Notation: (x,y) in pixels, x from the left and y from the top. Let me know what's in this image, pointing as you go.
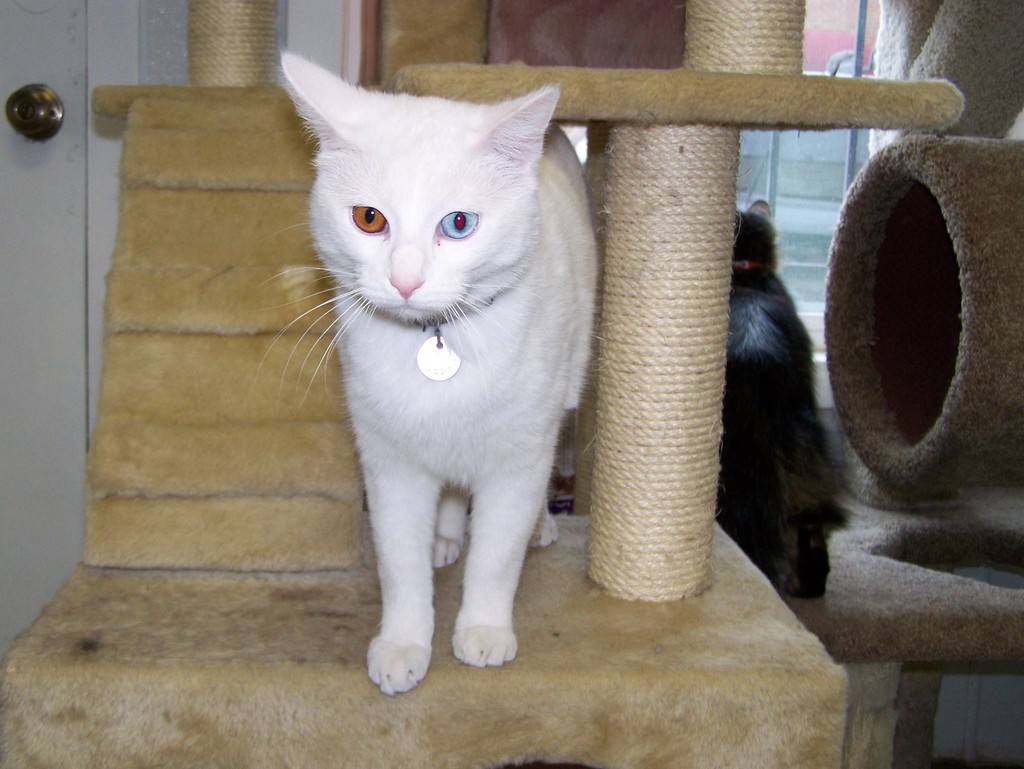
In this image there is a white colour cat (397,526) standing on an object (439,625). Beside there is an animal (739,396), before it there is a window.
